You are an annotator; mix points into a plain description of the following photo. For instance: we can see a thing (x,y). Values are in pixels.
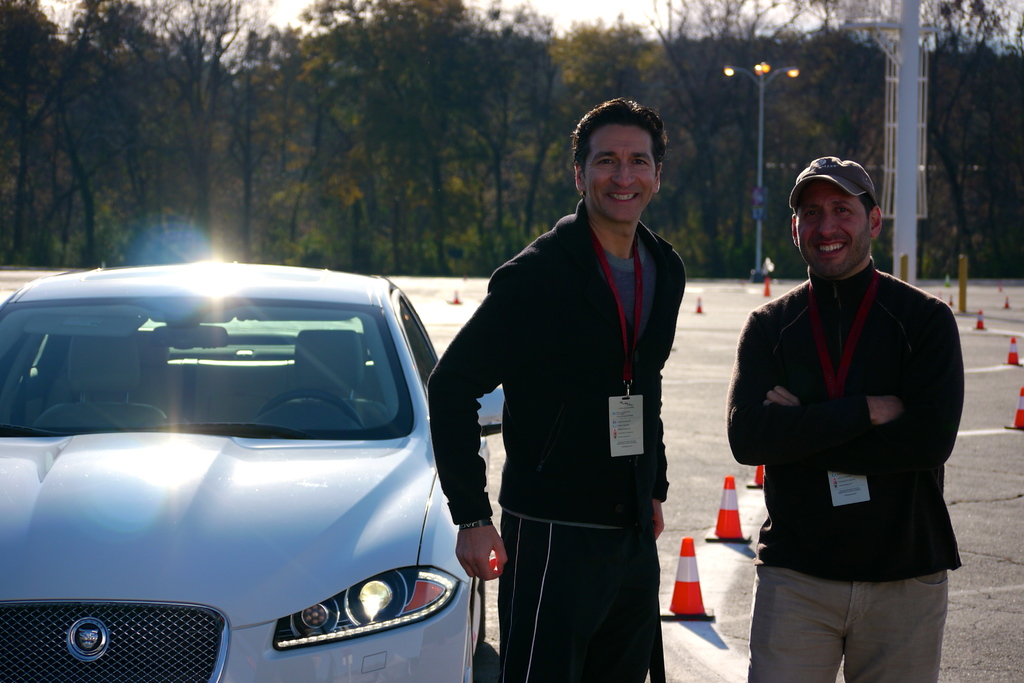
In this image we can see two men (570,329) standing on the floor (992,291) and they are on the right side (710,361). They are having a pretty smile on their faces (835,198) and here we can see the tags (623,359) on their necks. Here we can see the car (181,341) on the road (745,596) and it is on the left side (209,318). Here we can see the barriers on the road (944,294). Here we can see the light pole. In the background (712,253), we can see the trees (708,59).
